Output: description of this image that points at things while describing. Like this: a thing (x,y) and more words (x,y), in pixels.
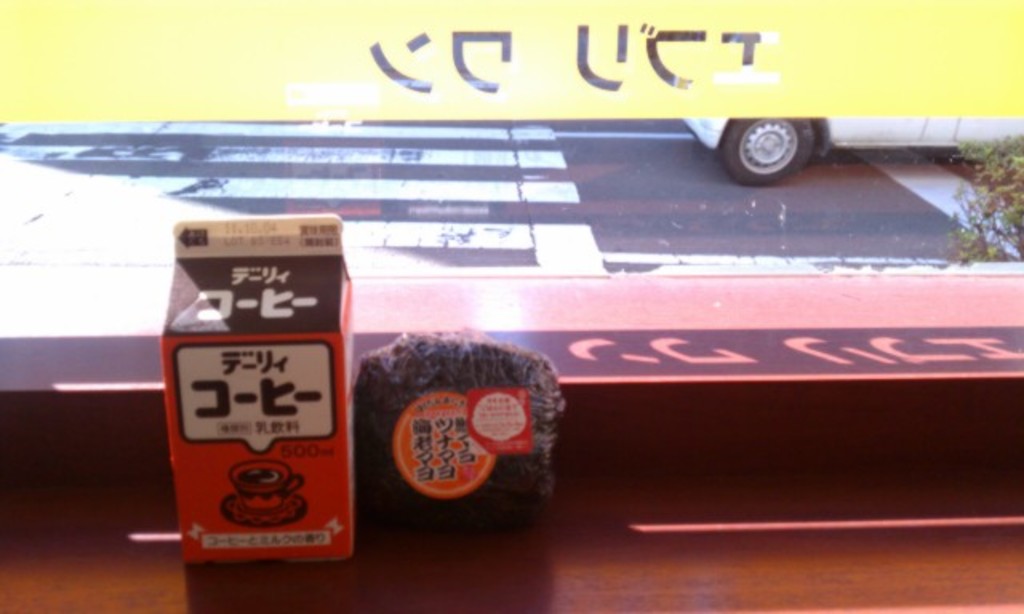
In the picture there are two objects (344,346) kept in front of a window (778,203) and behind the window (465,205) there is a road (565,217) and on the right side (734,154) there is a vehicle (910,132).
